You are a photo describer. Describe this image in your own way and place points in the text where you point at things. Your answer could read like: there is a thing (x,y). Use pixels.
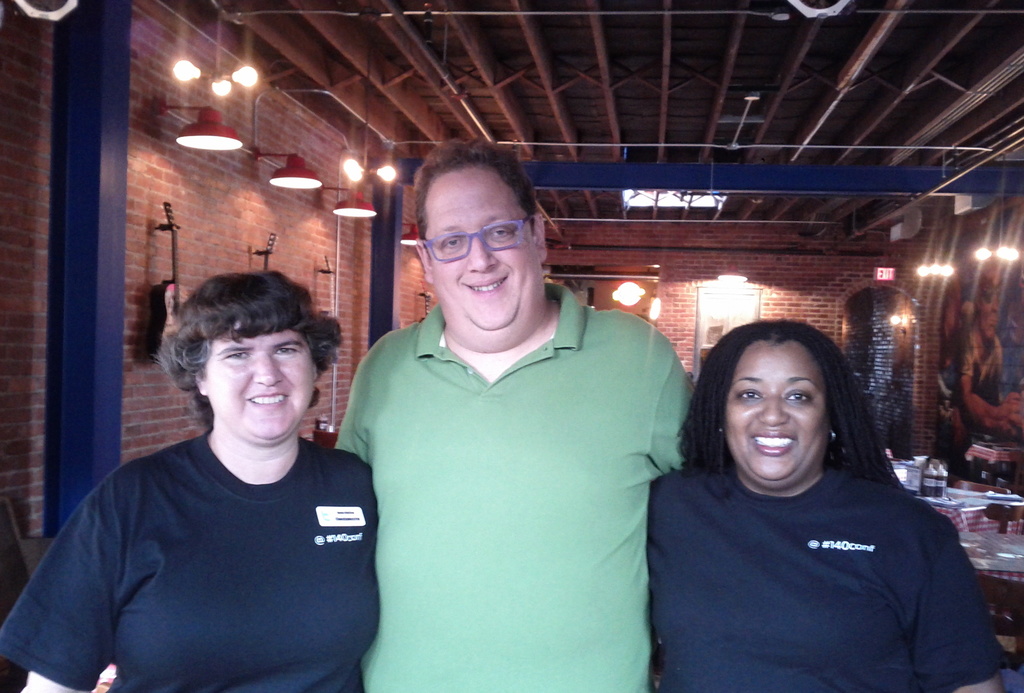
In this picture we can see three people (530,560), they are smiling and in the background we can see a wall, pillars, guitar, lights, tables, bottles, roof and some objects (994,490).
